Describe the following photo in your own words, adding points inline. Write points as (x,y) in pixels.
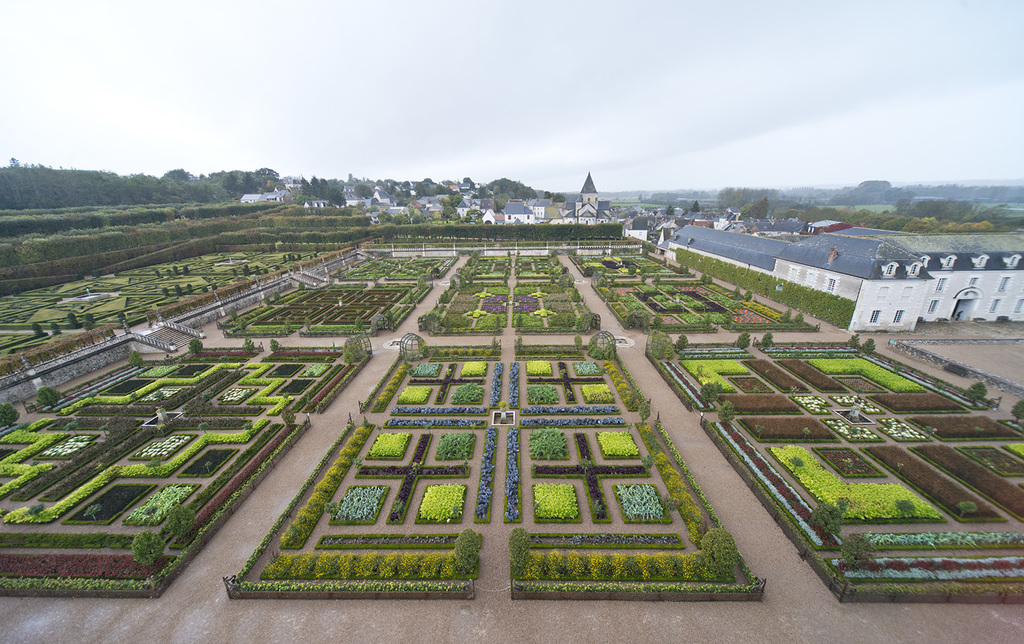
In this image we can see a group of plants (549,395) with flowers (498,401) which are placed in an order and some houses (852,297) with roof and windows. On the backside (488,211) we can see a group of trees (477,225), buildings (522,221) and the sky (565,128) which looks cloudy.
